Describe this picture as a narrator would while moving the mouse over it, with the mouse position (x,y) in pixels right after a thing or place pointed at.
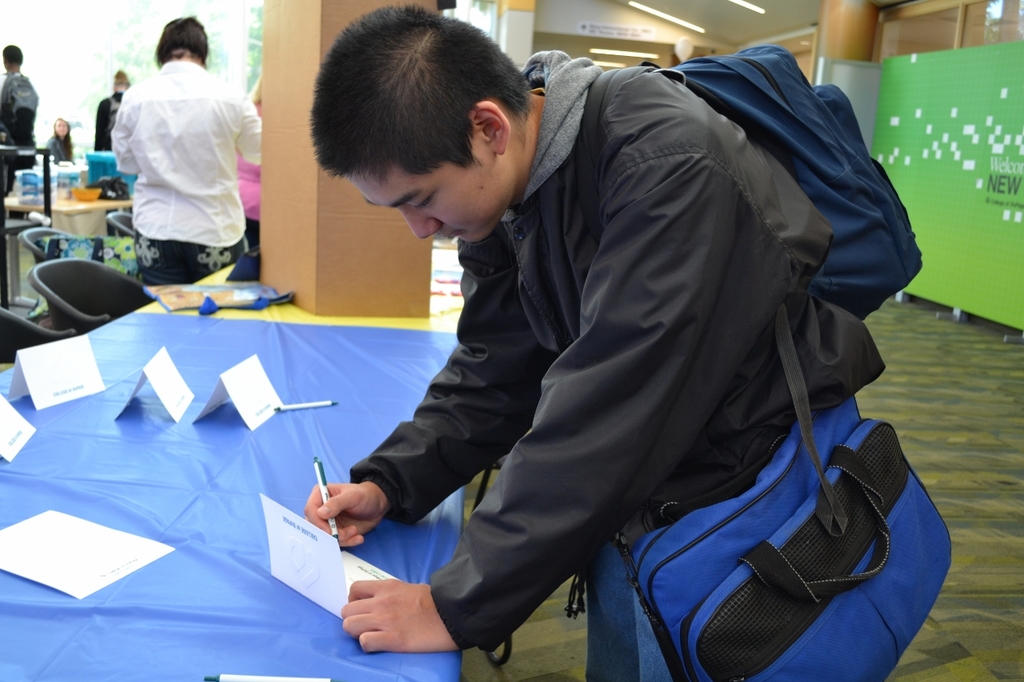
In this picture I can see there is a man (698,121) standing and he is wearing a bag (630,553), there is a table (206,465) in front of him and there are some pens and cards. In the backdrop (169,73) I can see there is a woman (176,166) standing and there are many other people (10,137) standing. On the right (967,73) there is a banner (911,110), a wall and a pillar (835,24) and there are lights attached to the ceiling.
